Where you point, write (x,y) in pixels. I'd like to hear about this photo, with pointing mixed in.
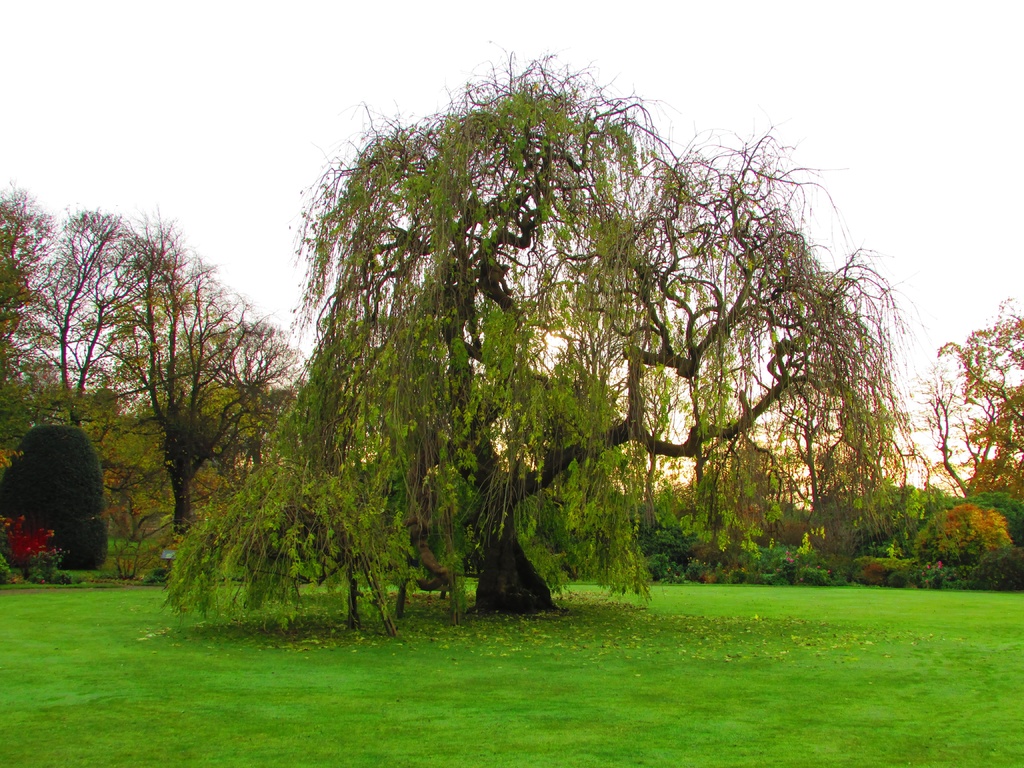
In this image we can see the grass (740,662). And we can see the trees (498,431) and plants (803,519). And we can see the sky (847,98).
